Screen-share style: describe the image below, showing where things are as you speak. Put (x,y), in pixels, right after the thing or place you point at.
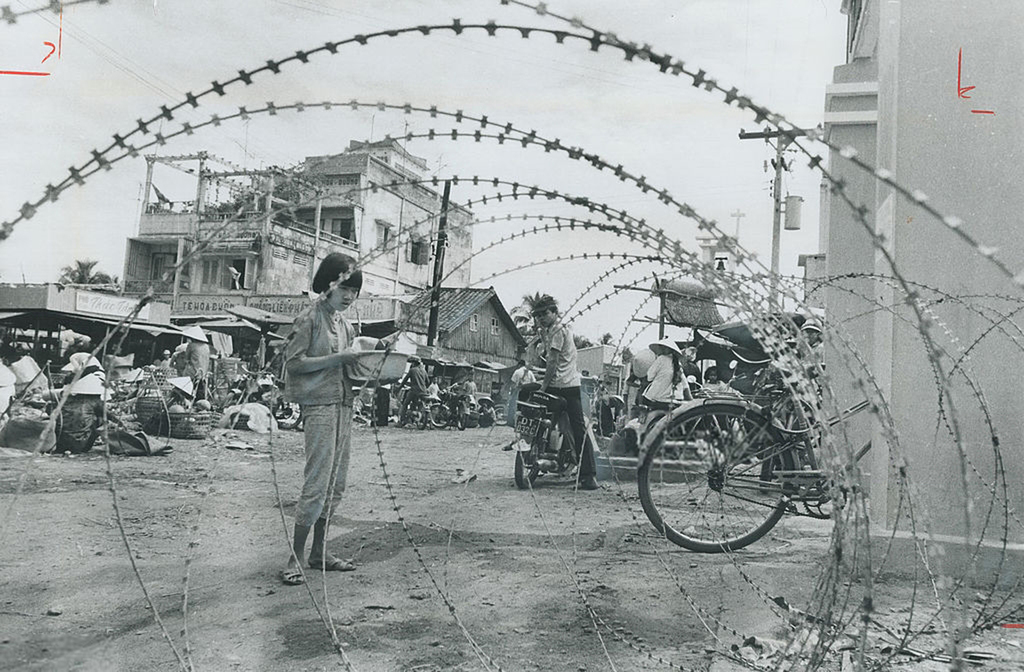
In this picture we can see people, motorcycles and a bicycle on the ground (221,602), here we can see buildings (1010,288), electric poles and some objects (768,656) and we can see sky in the background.
